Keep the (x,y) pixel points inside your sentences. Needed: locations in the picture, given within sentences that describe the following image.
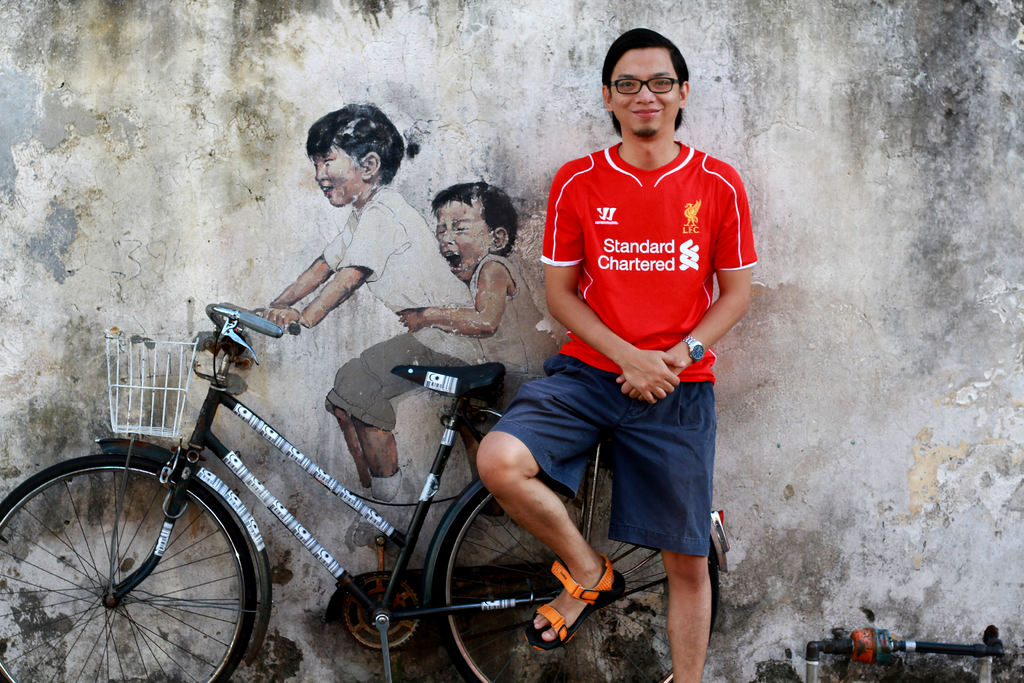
This image is clicked outside. There is a bicycle (359,607) in the middle (374,410) and there is an art (339,278) on the wall (486,242) of two childs (438,313). There is a man (613,440) sitting on that bicycle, he is wearing red color shirt (638,309) and blue color short (640,467). He is smiling.
